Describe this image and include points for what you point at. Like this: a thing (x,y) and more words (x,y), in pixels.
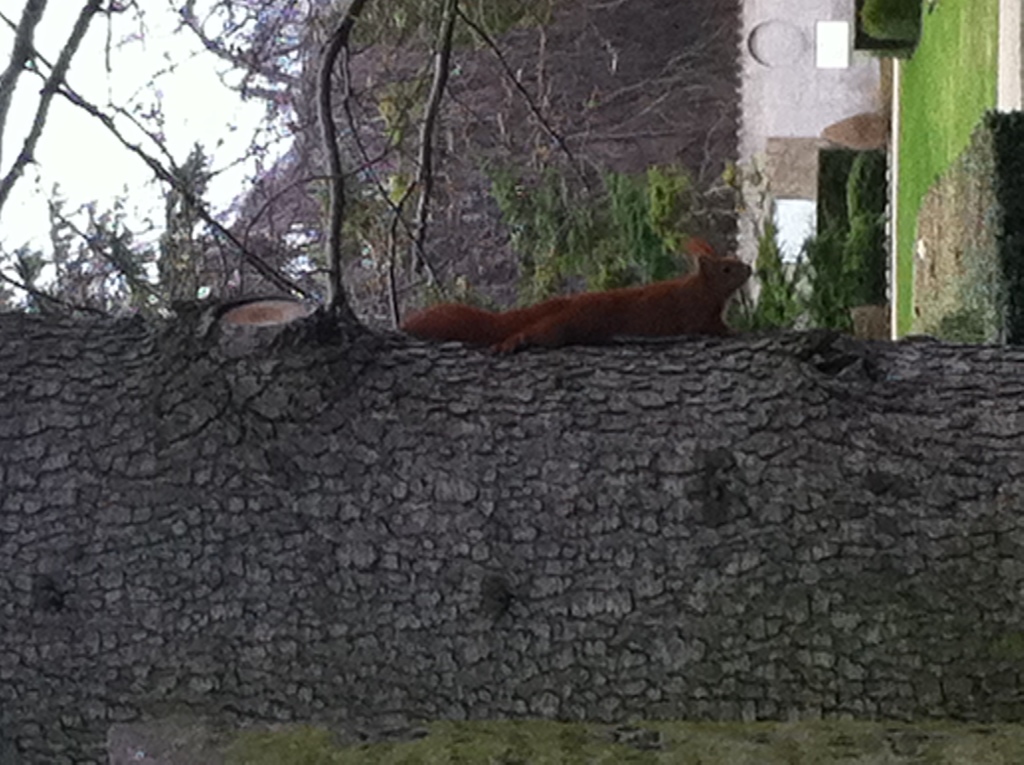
In this image we can see a squirrel (656,308) on a bark (599,408) of a tree (465,411). In the background (770,264), we can see a group of trees (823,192), plants (839,263) and the sky (185,115).
